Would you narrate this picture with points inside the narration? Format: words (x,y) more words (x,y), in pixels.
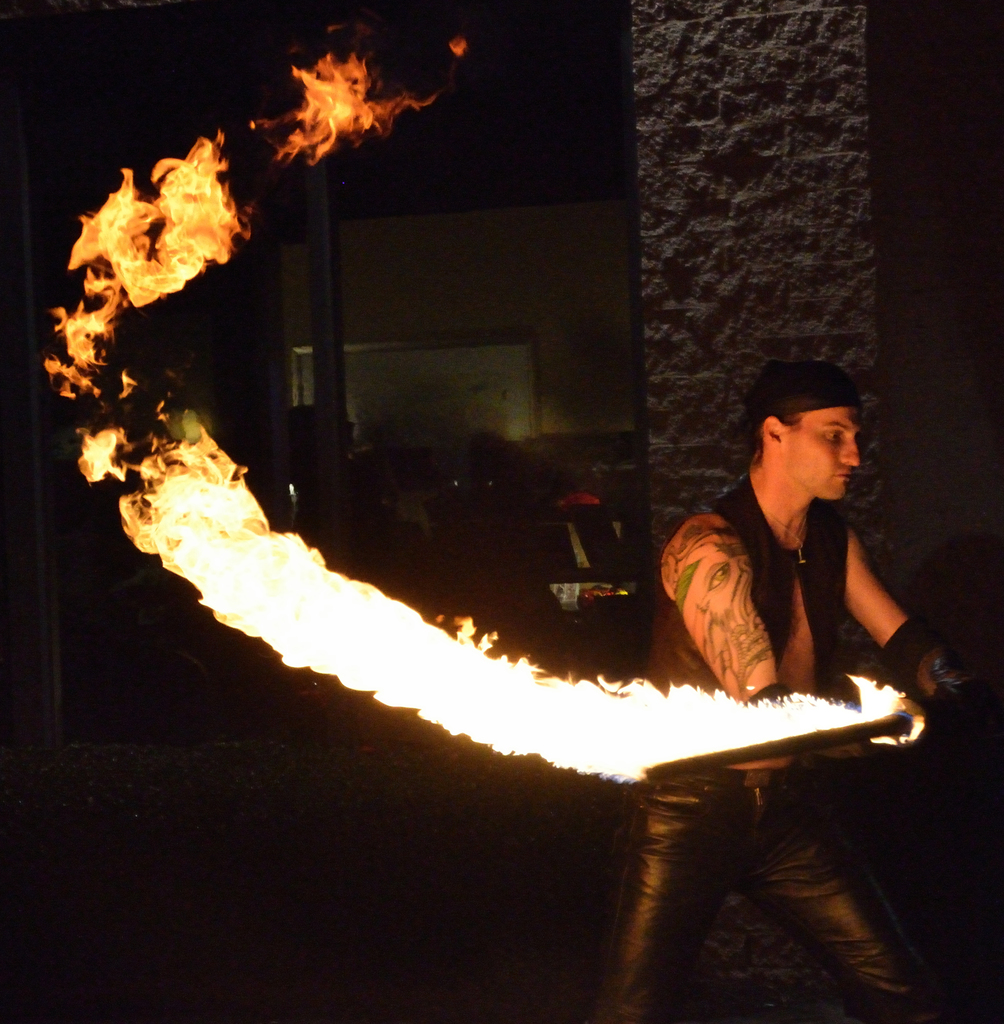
In this image, we can see a person (650,785) holding some object (685,768). We can also see the flame (664,742). In the background (786,199), we can see the wall (700,48) with some objects (544,442). We can also see a board (432,430).
